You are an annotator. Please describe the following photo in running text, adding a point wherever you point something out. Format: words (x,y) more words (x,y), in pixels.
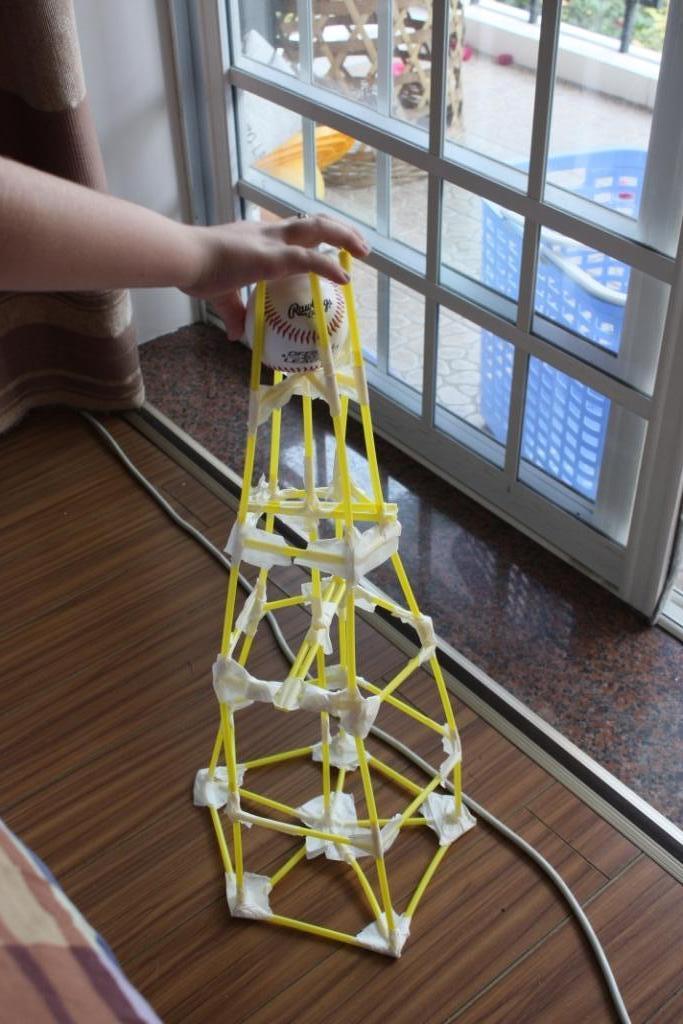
At the center of the image (319,388) we can see there is a person's hand (270,245), placing a ball (275,325) in the toy tower (349,833), which is on the floor (512,920). On the right side of the image (521,241) there is a glass window (528,348), from the window (553,166) we can see some objects (581,168) placed on the floor (472,128) in the balcony (488,79).
